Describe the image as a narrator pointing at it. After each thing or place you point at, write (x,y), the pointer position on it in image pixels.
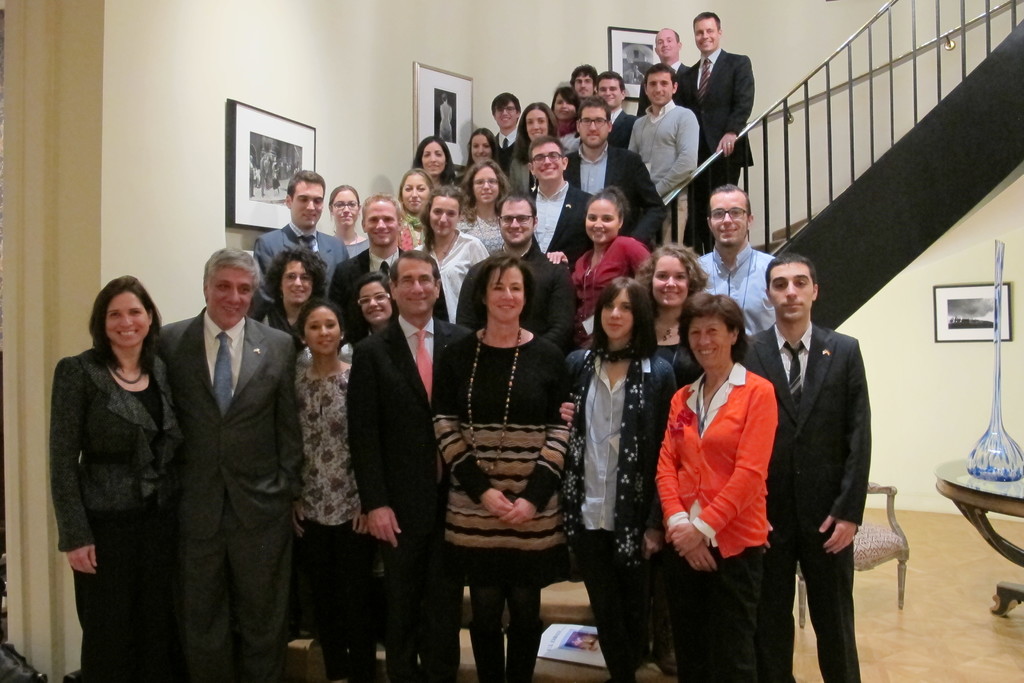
In this picture there are people (778,413) standing and we can see railing (864,135), steps (590,673), poster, glass object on the table (999,496), chair (878,528) and frames (938,298) on the wall (938,283).
